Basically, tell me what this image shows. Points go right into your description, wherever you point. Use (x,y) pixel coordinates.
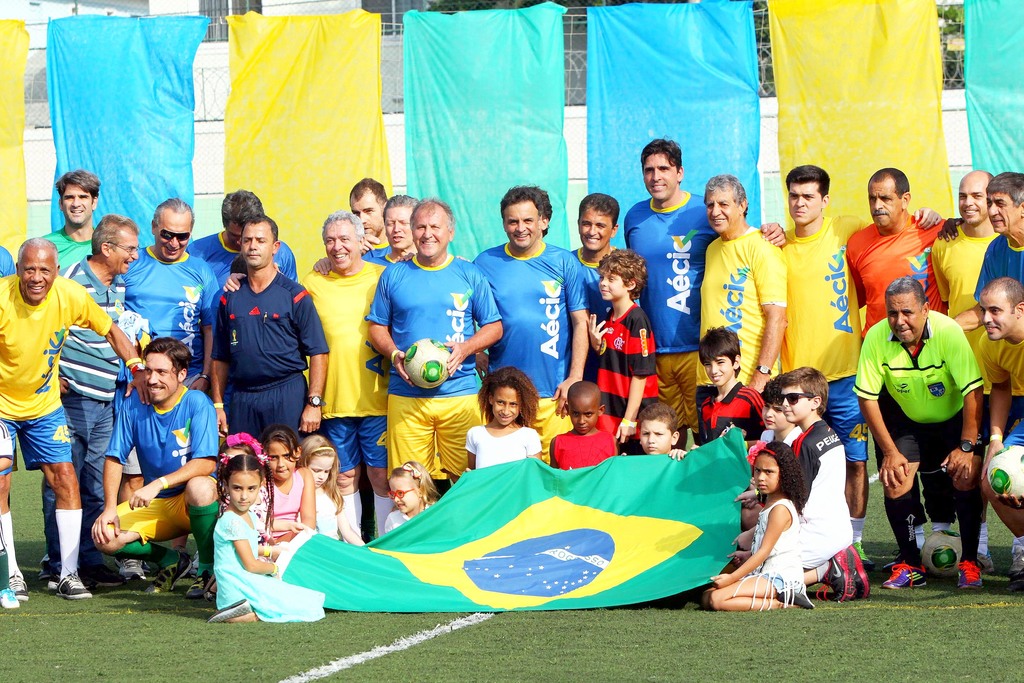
This picture is taken in the ground (701,672), There are some people (998,445) standing, In the middle (474,350) there is a man (462,361) standing and holding a football (421,369) which is in white color, There are some kids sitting on the ground (980,648), In the background (534,65) there are some blue and yellow color clothes (489,64).
